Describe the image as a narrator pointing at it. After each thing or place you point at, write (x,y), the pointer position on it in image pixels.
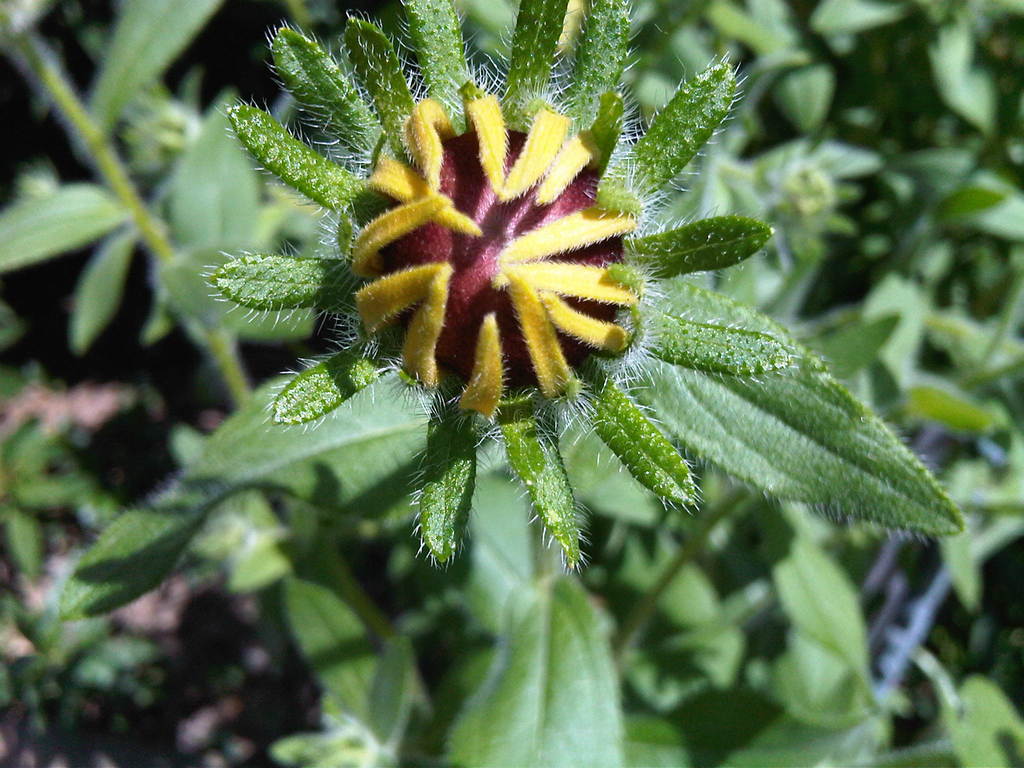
We can see flower (593,115) and green leaves (151,535).
